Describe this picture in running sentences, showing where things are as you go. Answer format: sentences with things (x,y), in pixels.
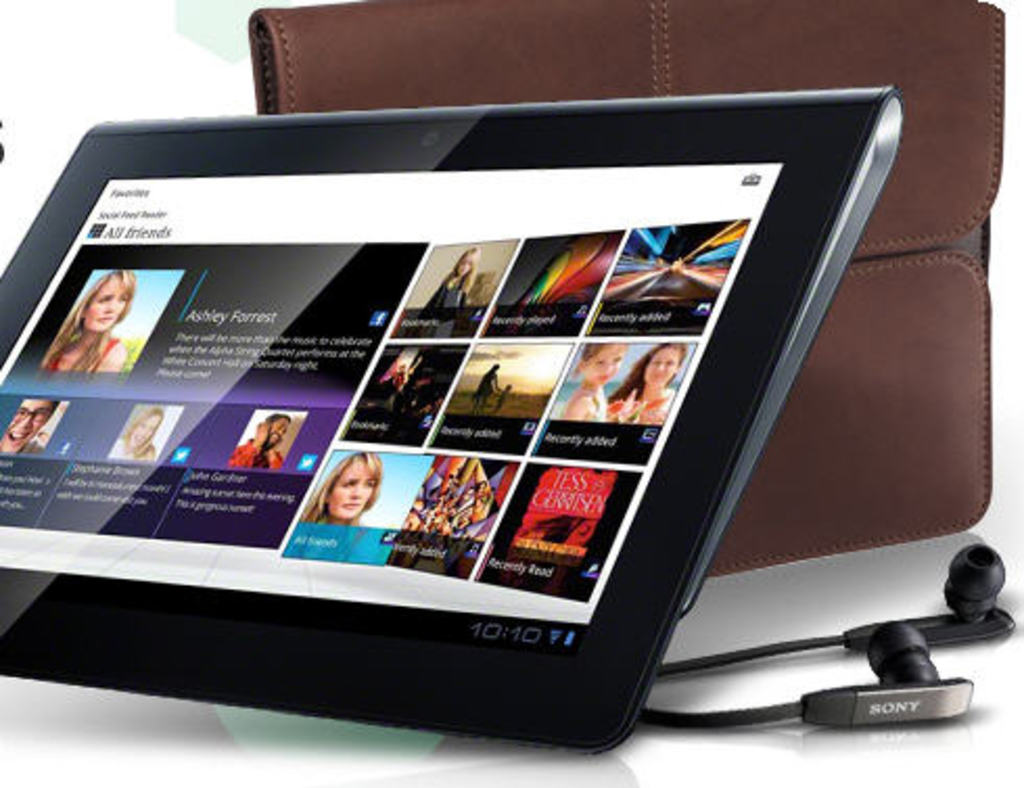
In this image there are some pictures (618,372) and text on the tab (406,605). Beside the tablet (456,679) there are headphones (906,674) and a wallet (876,49) on the table (195,730).
